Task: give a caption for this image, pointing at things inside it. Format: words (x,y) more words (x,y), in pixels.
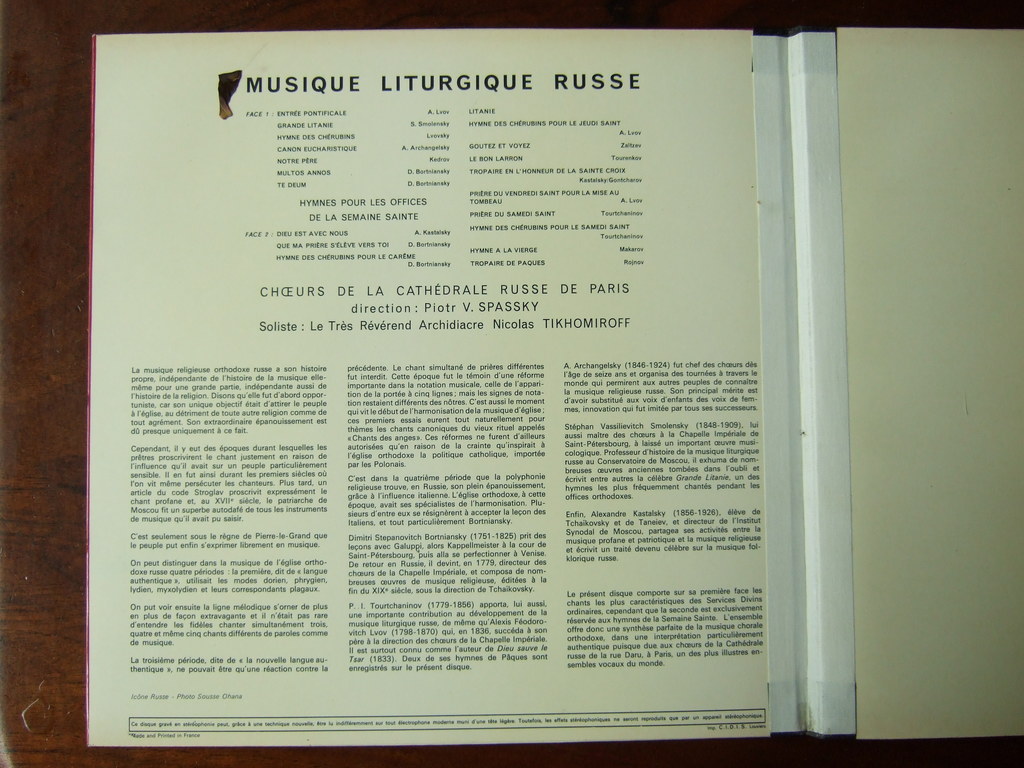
In the center of this picture (518,360) we can see a book (829,227) containing the text (525,446) and the book (93,65) is placed on a wooden object (47,725) which seems to be the table (797,747).
